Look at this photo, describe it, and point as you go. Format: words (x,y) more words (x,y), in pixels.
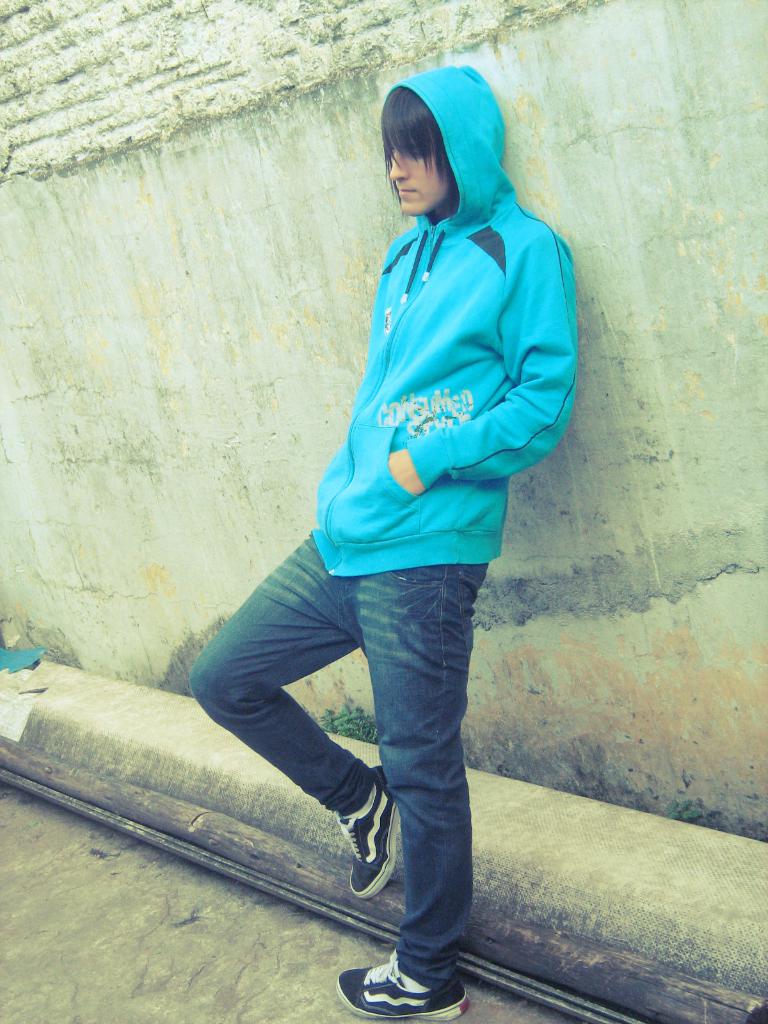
In this picture I can see there is a man (465,845) standing and he is wearing a blue hoodie (505,314) and wearing black shoes (373,984) and in the backdrop (171,344) there is a wall (141,570).
